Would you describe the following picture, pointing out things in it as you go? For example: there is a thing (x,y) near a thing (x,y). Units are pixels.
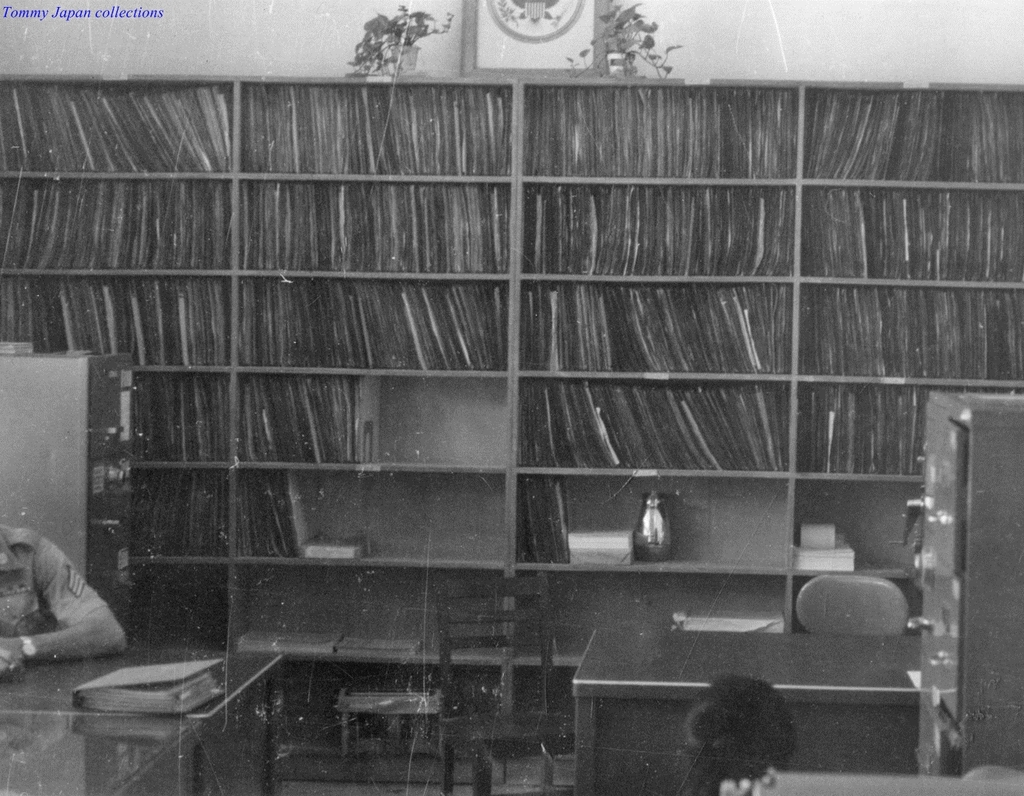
In this image there is a person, tables (15,749) with a book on it, and lockers (4,446) in the left (16,410) and right corner. There are chairs (529,690), bookshelf (198,499), a frame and potted plants (403,67) in the background (370,72).
